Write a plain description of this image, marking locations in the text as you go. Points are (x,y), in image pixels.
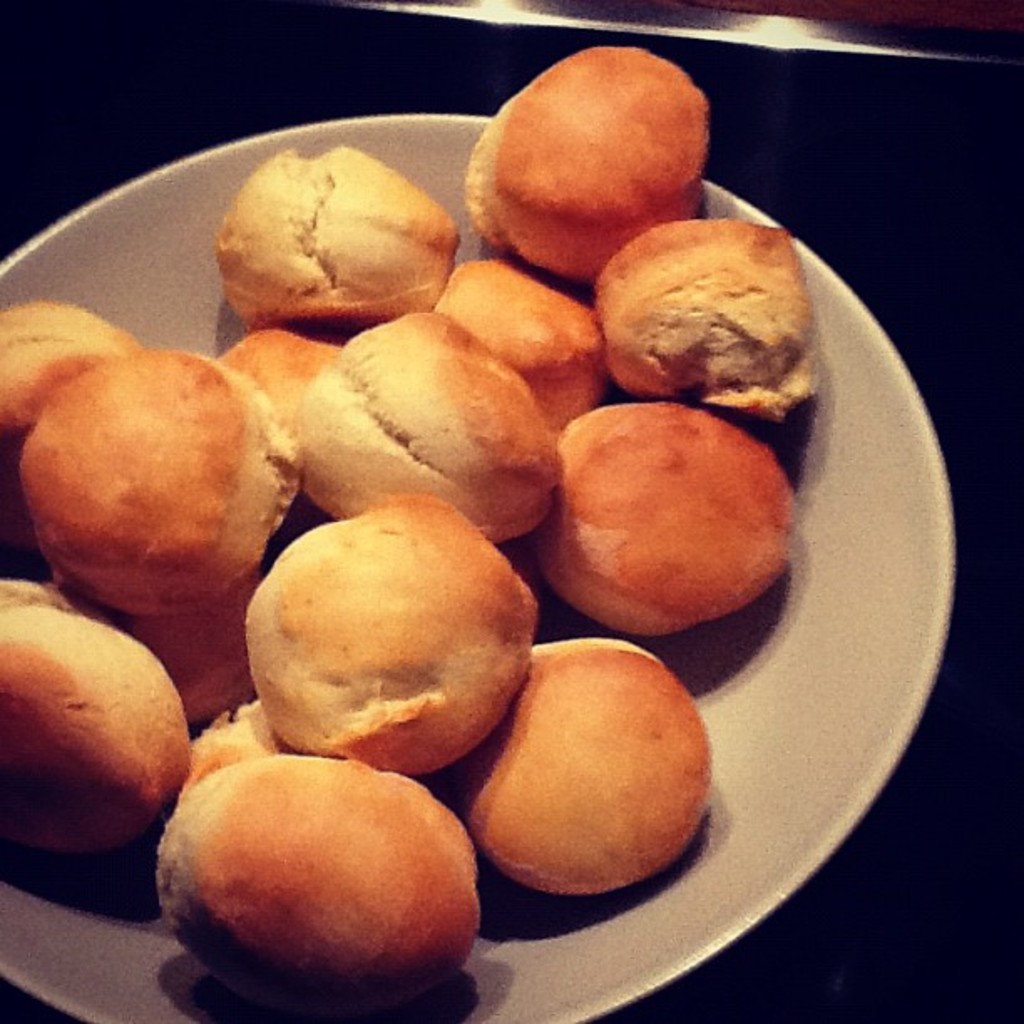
In this picture we can see a plate (836,696), there is some food (689,315) present in this plate (848,640), we can see a dark background (1014,235).
